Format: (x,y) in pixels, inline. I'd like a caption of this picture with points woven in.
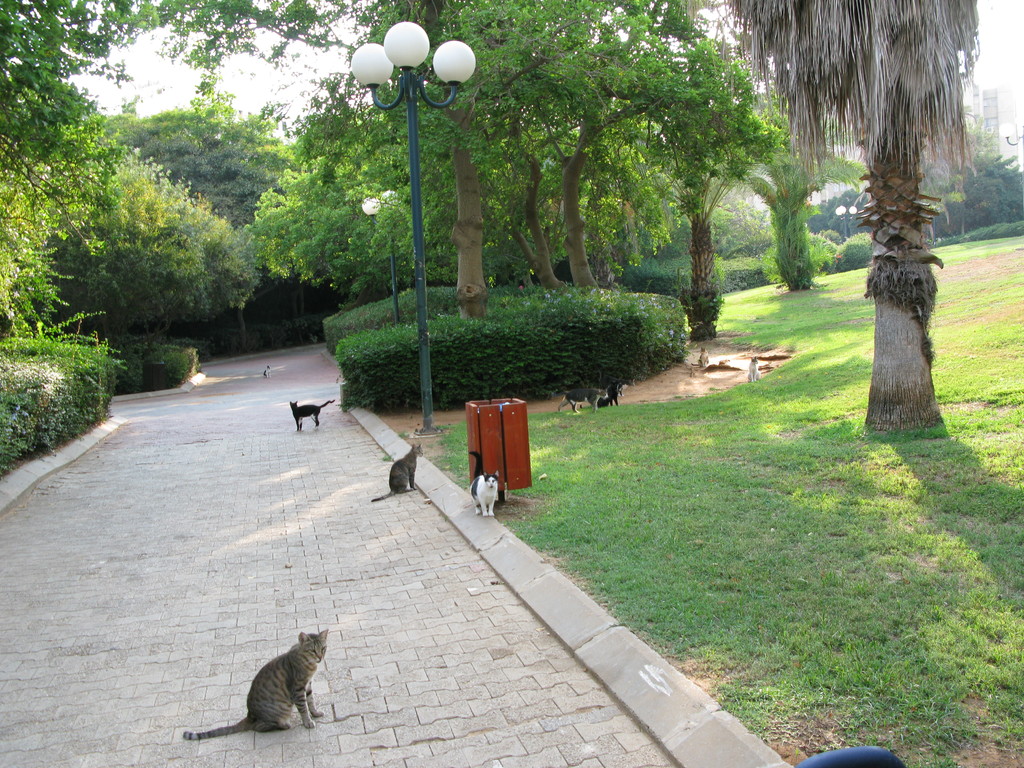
There are few cats (322,647) on the way (373,495) and there are plants (66,381) and trees (346,293) on either sides of it.
